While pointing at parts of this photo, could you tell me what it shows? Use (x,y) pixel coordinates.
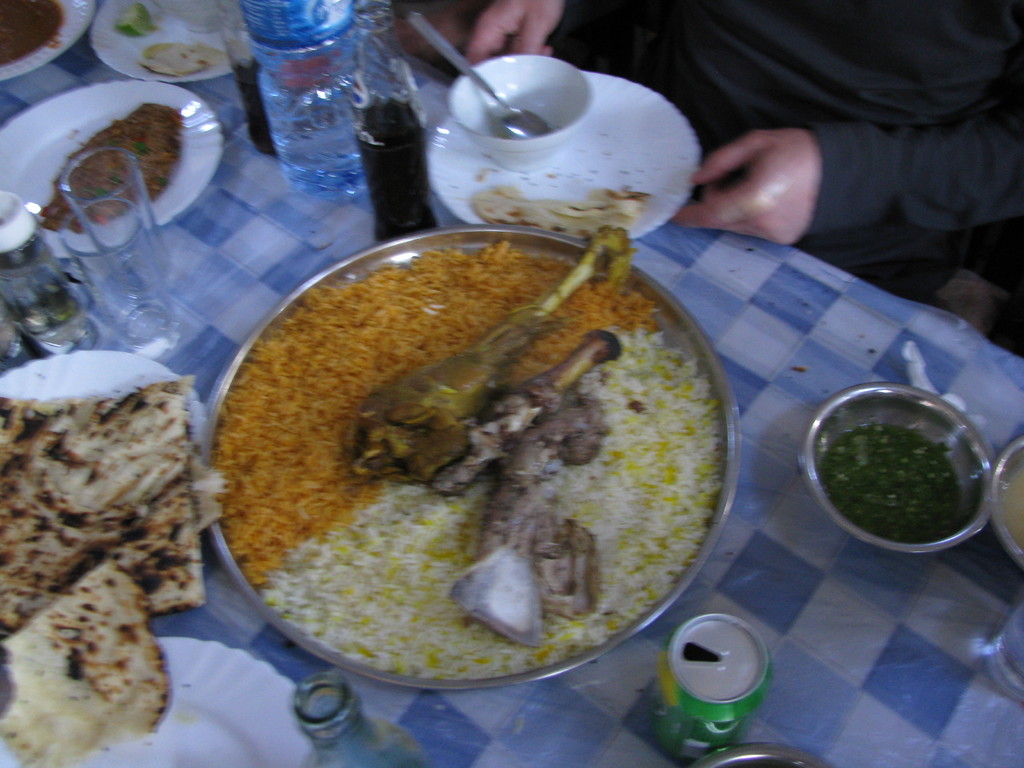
In the image we can see a person (856,108) wearing clothes (866,122). In front of the person (869,144) there is a table (828,352), on the table (886,697), we can see plate (726,501) and food (624,496) on the plate (529,452), bowl (486,105), spoon (506,124), glass (141,234), bottle (302,96), can (725,684) and many other things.
